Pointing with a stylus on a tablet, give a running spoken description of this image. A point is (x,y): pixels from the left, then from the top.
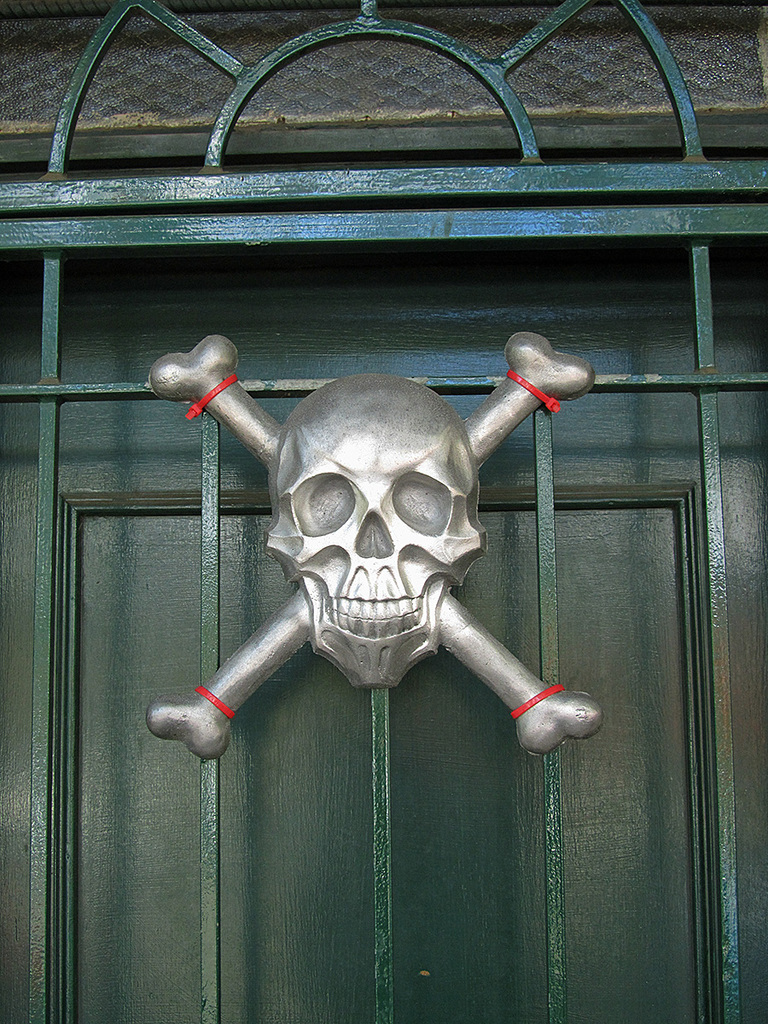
In this image we can see a skull object (364,560) is fixed to the window grill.
